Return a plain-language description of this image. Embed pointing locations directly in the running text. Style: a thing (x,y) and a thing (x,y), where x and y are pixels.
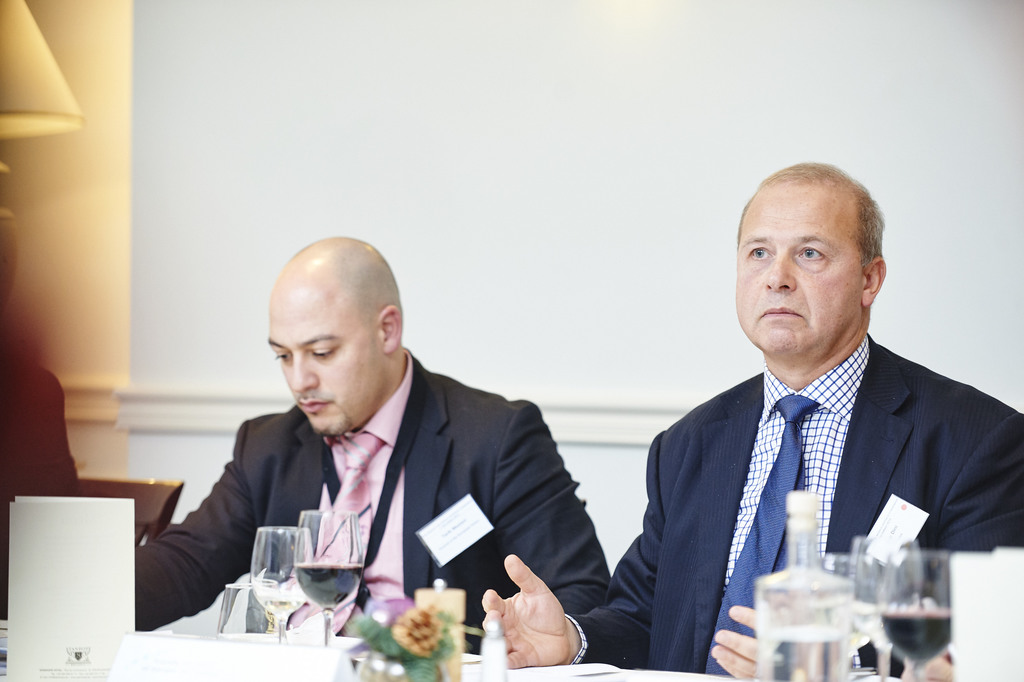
Here I can see two men (674,504) wearing suits (730,504), sitting in front of a table (473,676). On the table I can see few glasses (333,607), bottle (830,594), flowers (402,655), papers (99,592) and some other objects (194,667). On the left side (18,454) there is another person (54,473) sitting on the chair (155,500). In the background (462,141) there is a wall (433,130). In the top left (21,44) there is a lamp (16,89).
